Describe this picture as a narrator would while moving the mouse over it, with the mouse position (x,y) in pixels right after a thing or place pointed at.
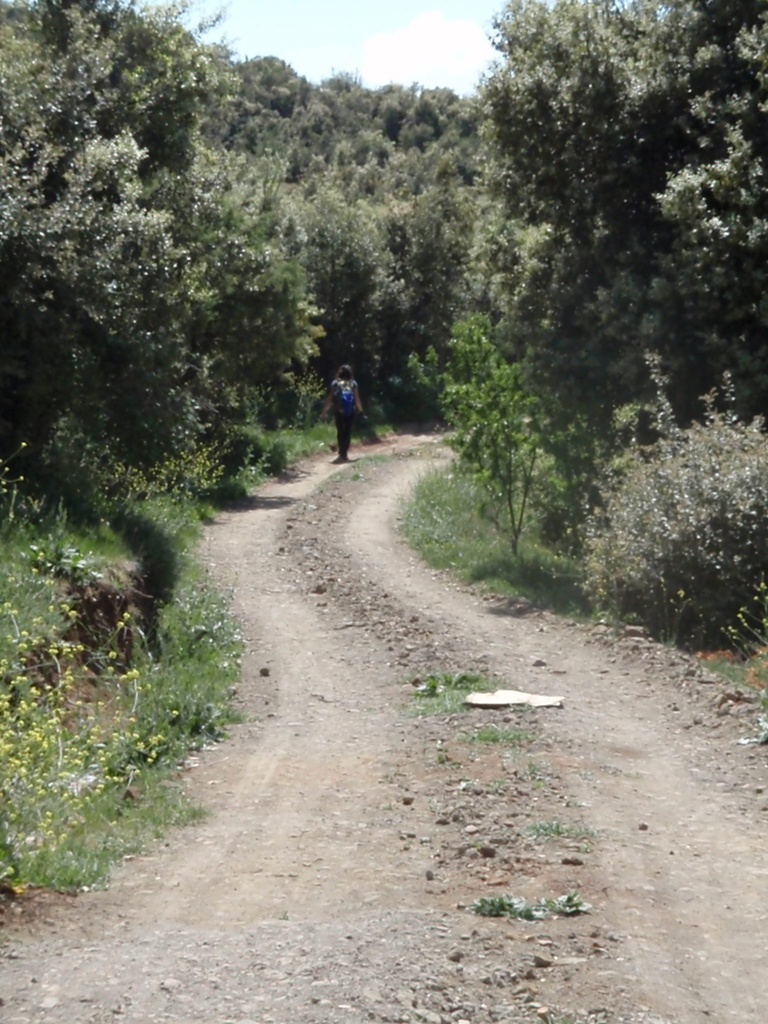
In this image I can see the ground (266,739). On the ground (360,619) there is a person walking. To the side of the person (347,435) I can see many trees (308,107). In the back (296,62) there is a sky (371,41).
